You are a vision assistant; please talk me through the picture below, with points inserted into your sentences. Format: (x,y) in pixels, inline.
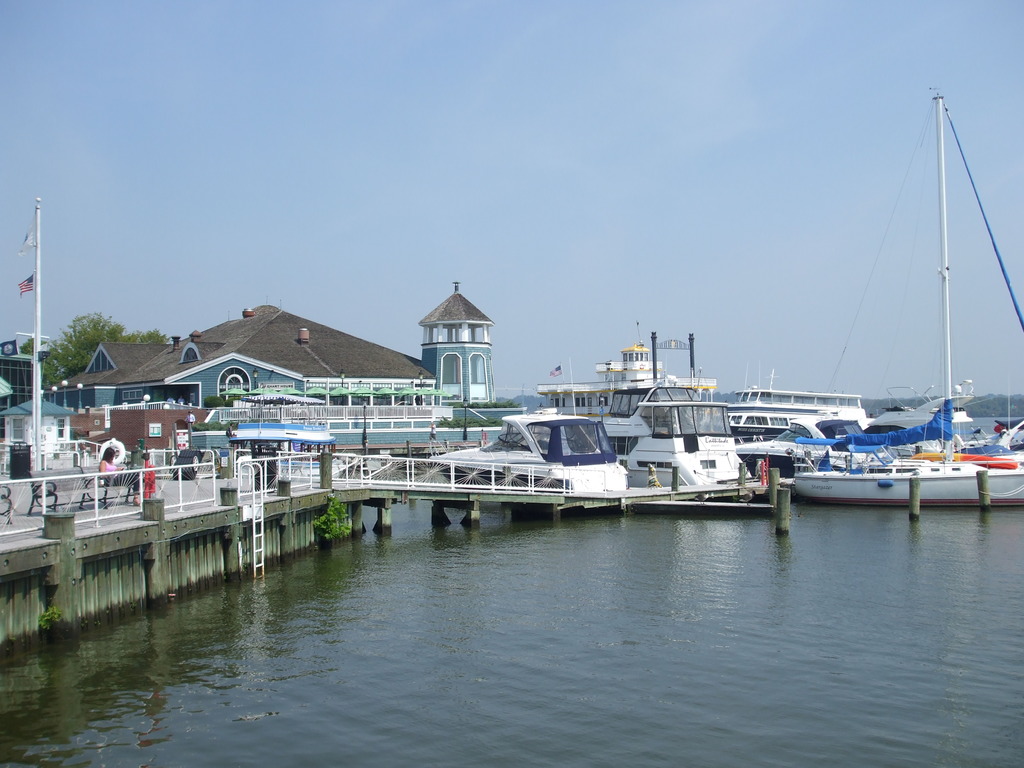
In this image there is water (494,683) at the bottom (475,695). There are ships (678,399) with poles (672,487) in the foreground (581,485). There are people (118,481), metal railing (187,466) and there are small buildings (6,365) on the left corner (19,380). There are ships (928,403) and mountains (900,398) in the background (927,409). And there is sky (978,345) at the top (627,217).
